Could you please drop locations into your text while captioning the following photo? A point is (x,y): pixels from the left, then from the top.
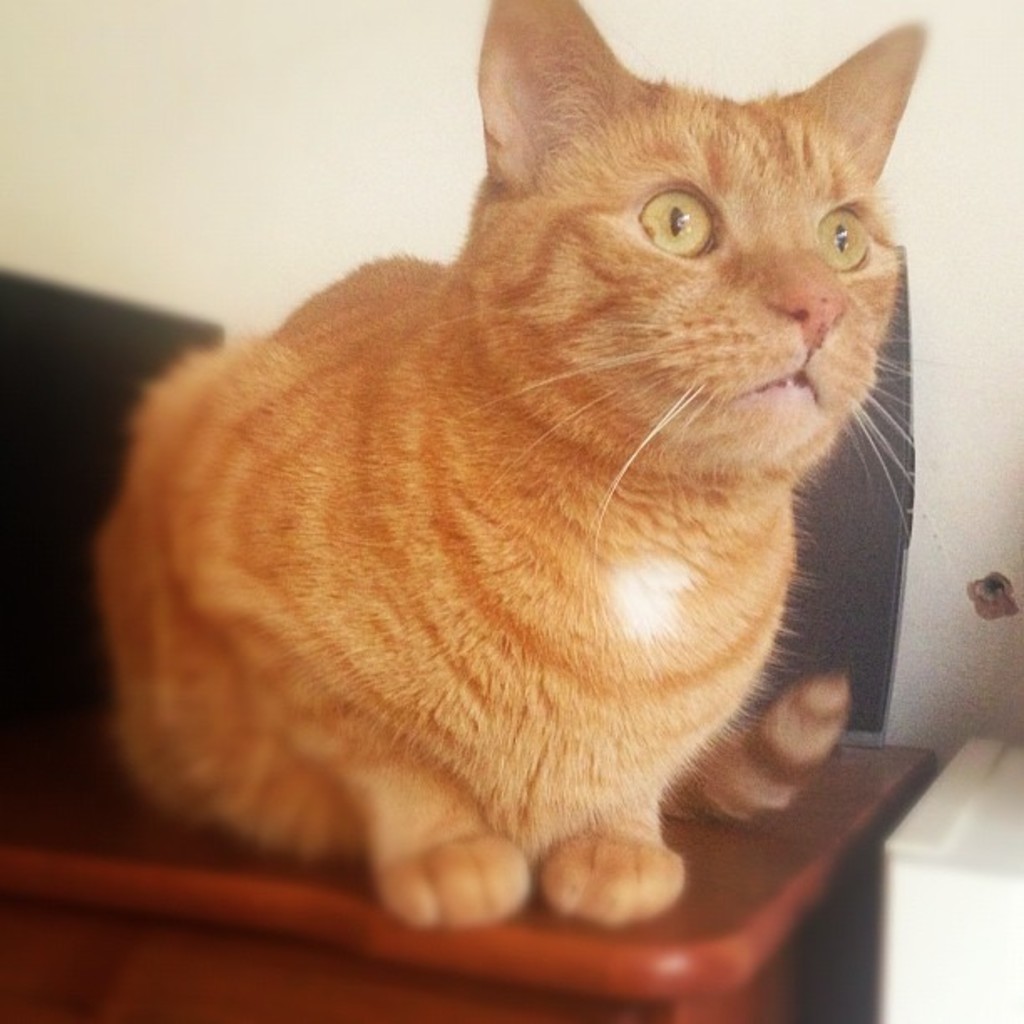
In this image there is a cat (535,718) on the table (690,959). Behind the cat (754,501) there are black color objects (61,316). Beside the table (869,885) there is some object (940,924). In the background of the image (302,171) there is a wall (239,125).
